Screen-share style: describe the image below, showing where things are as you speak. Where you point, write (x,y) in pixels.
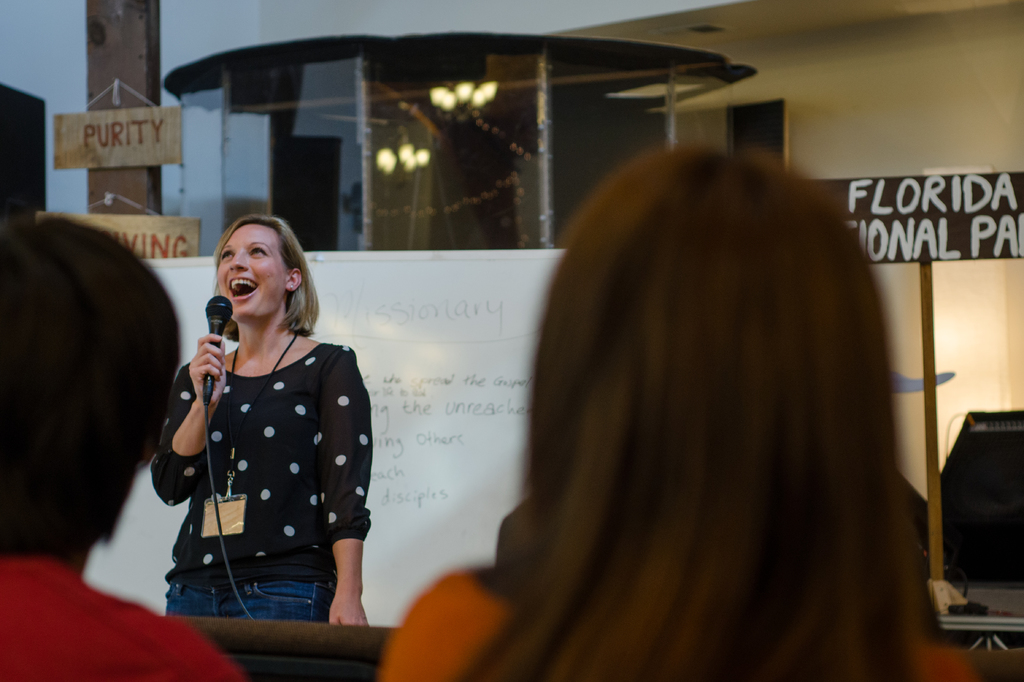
In this picture there is a woman (157,455) at the left side of the image (214,382), who is laughing by holding a mic (217,305) in her hand (218,373) and there are two people (230,659) those who are sitting before the lady (320,598), there is a board (474,277) behind the lady (250,274) and something is written on it, there is a word of purity and living (103,154) behind the lady (248,435) which is hanged on a pole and there is a glass window (498,88) behind the lady (291,413), the lady (311,291) who is speaking in front of the audience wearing an identity card (241,525).
